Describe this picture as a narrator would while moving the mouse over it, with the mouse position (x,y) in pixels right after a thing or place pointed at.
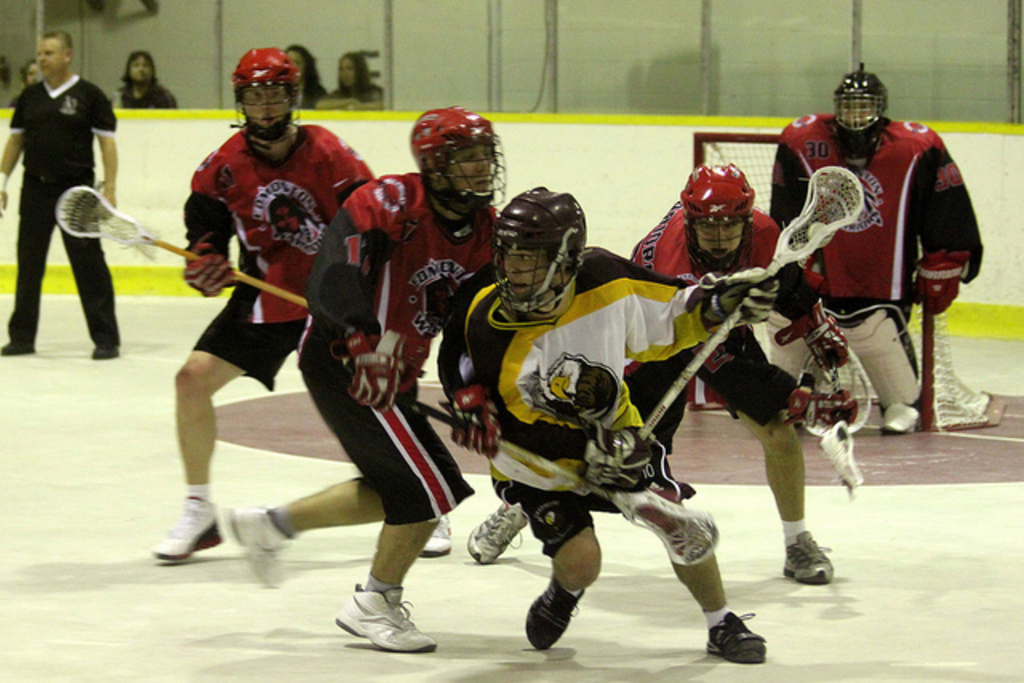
In this picture we can see five persons (904,379) are playing box lacrosse sport, they are wearing helmets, gloves (941,300) and shoes (915,413), we can see some people (76,89) in the background (109,93), these five persons (870,259) are holding sticks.
